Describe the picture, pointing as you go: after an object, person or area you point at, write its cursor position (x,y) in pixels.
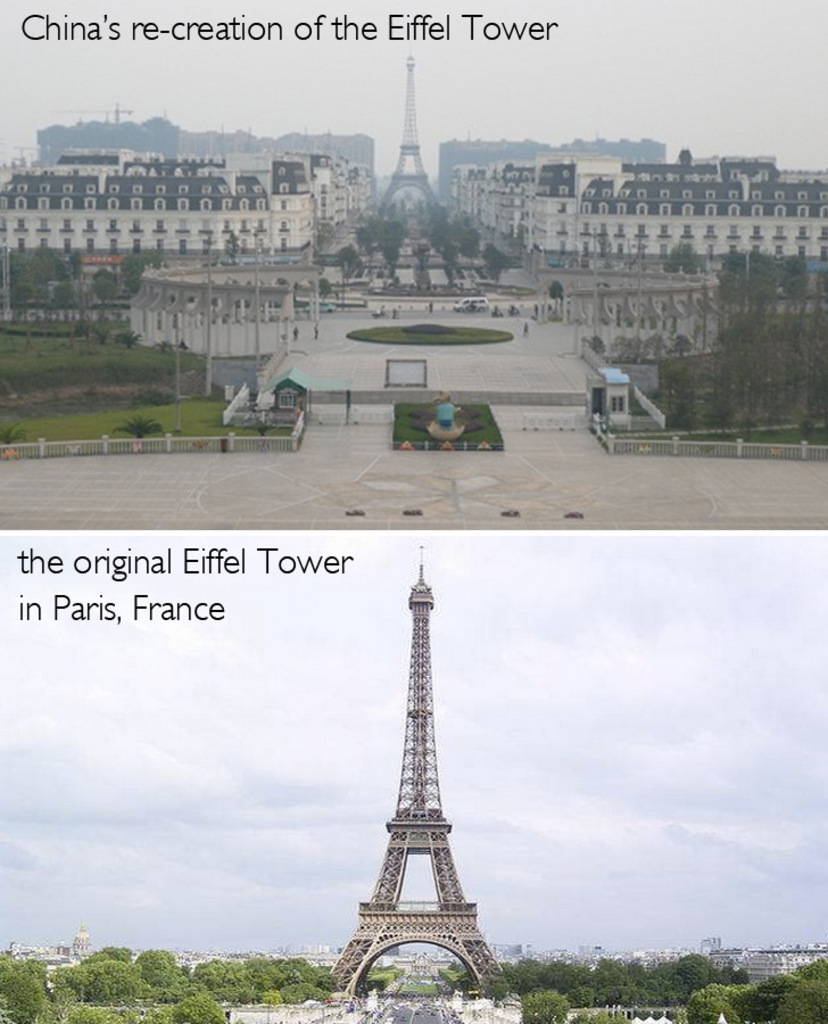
At the top of the image (423,194) there is a tower (411,181). And also there are buildings (200,257), trees (821,375), poles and on the ground (379,425) there is grass (25,425). At the bottom of the image (427,924) there is an Eiffel tower (427,924) and also there are trees (10,972).
